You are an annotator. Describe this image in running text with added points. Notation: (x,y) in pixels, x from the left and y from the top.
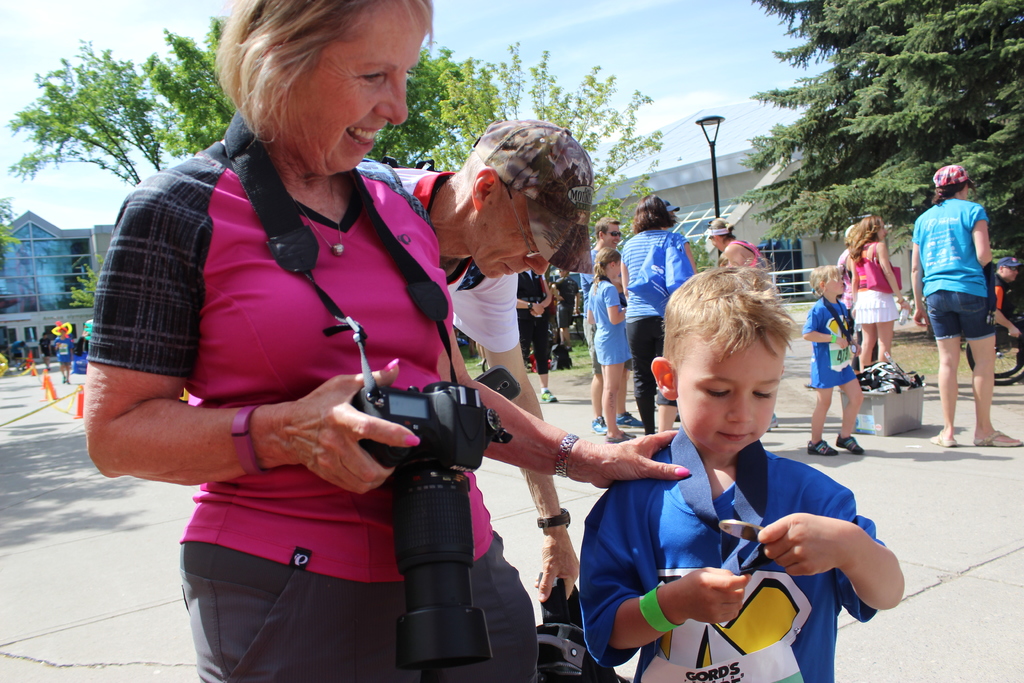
In the picture we can find some people (615,383) are standing, and a woman (417,373) holding a camera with the child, in the background (111,88) we can find some trees (851,187), sky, and lights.
